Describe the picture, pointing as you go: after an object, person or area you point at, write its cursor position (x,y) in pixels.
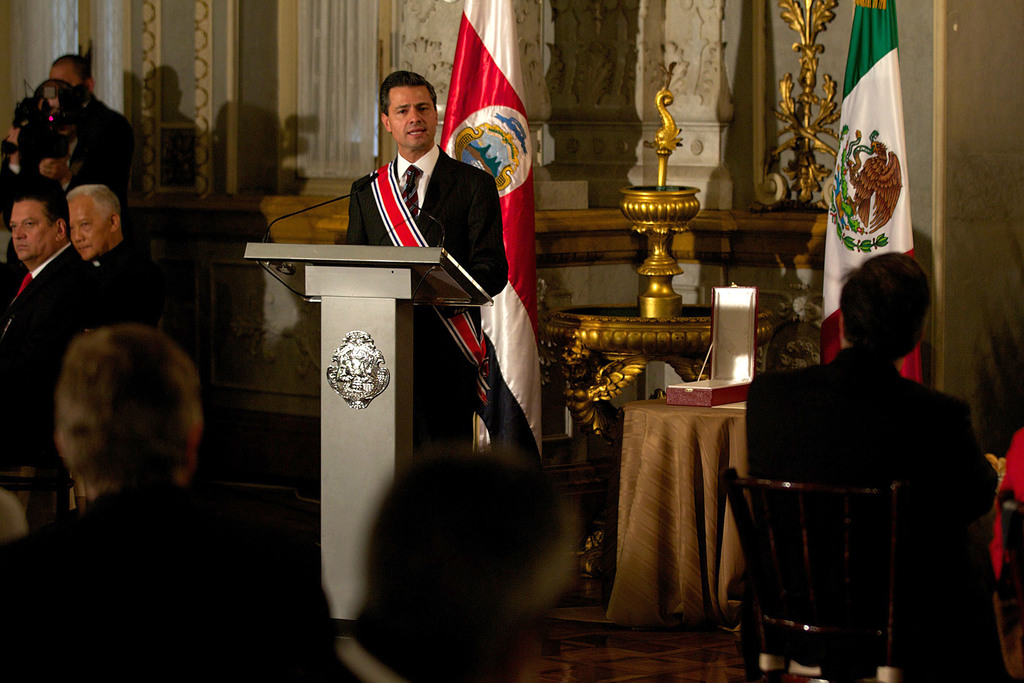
In this picture to the podium (403,324) there is a man (440,207) with black jacket (470,200), white shirt (424,164) and a red tie (404,189) is standing and speaking. To the right side (865,374) there is a man (862,386) sitting on the chair (823,484). In front of him there is a flag (843,177). And to the left corner (65,262) there are two persons (83,218) sitting. in the background (59,167) there is a person (92,105) to the left (92,105) is standing and there are some pillars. To the bottom of the picture (229,538) there are two people (320,599) sitting.
